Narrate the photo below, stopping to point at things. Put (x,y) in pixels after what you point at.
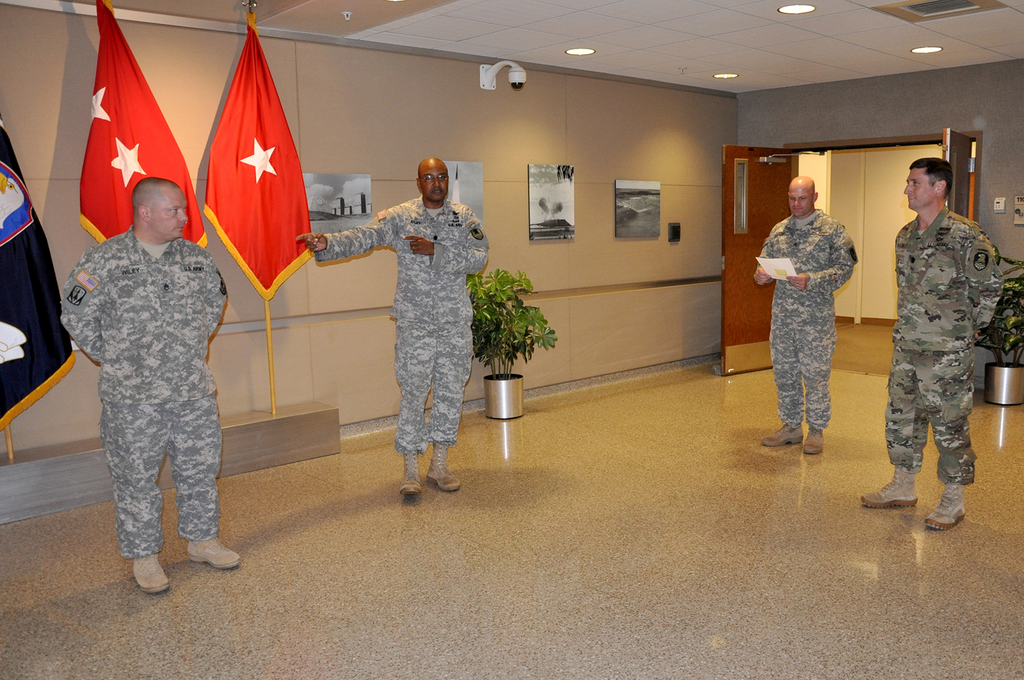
In this image at front (115,337) there are four persons (994,273) standing on the floor (227,538). Behind them there are three flags (232,216). On the backside (345,384) there are plants (529,281) and we can see a wall (560,277) with the photo frames (540,165) and camera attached to it. At the right side of the image (731,358) there is a door (734,216). On top of the roof (629,33) there are false ceiling lights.
